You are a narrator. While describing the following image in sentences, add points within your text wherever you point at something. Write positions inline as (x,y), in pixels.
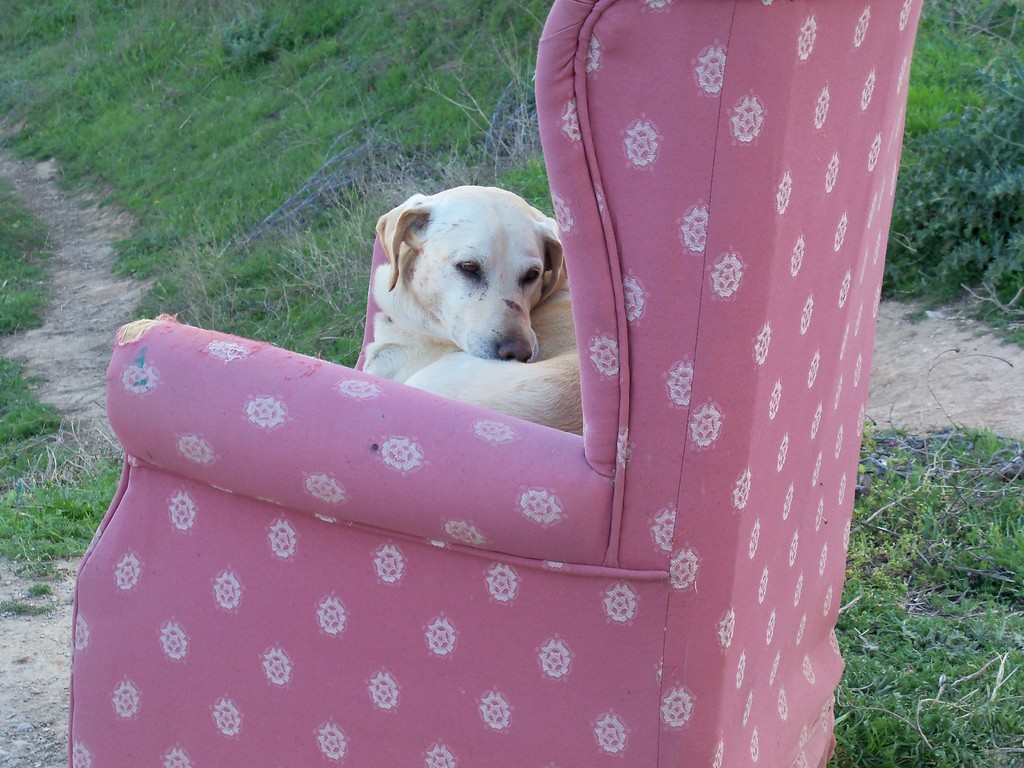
In this image I can see a pink colour sofa chair (321,487) in the front (526,518) and on it I can see a cream colour dog (461,369). I can also see grass (439,8) in the background (974,588).
